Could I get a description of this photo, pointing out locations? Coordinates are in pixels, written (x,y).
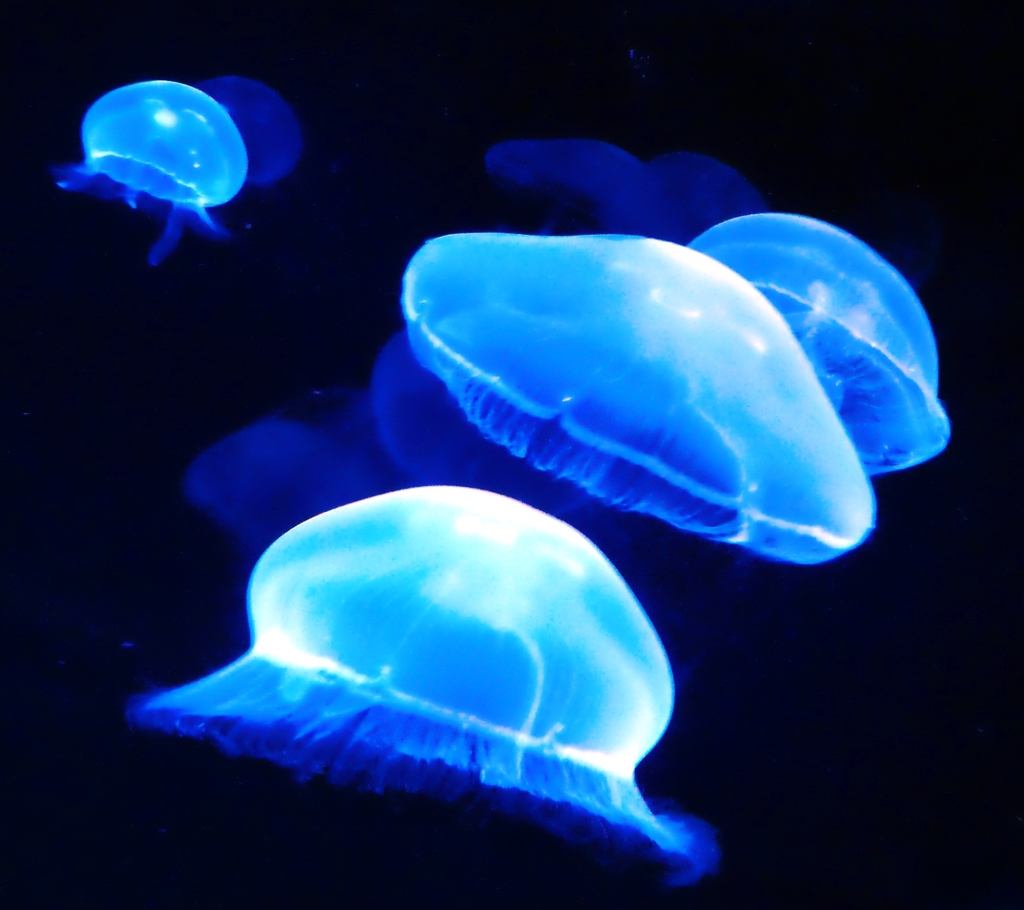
In this picture, we see the jelly fishes (519,354) which are in blue color. In the background (263,344), it is in black color. This picture might be clicked in the aquarium (153,559).
